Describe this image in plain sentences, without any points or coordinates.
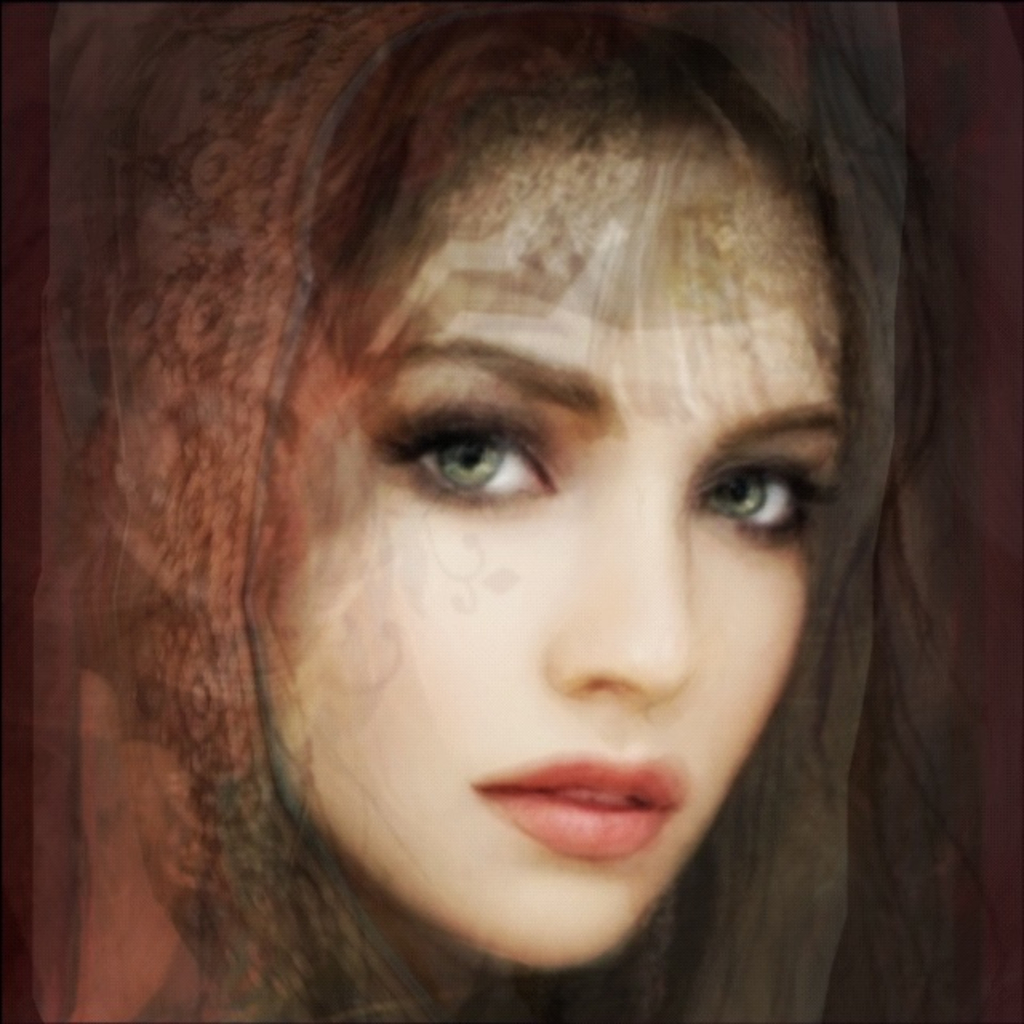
In this image this picture look like a painting, having red lips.
